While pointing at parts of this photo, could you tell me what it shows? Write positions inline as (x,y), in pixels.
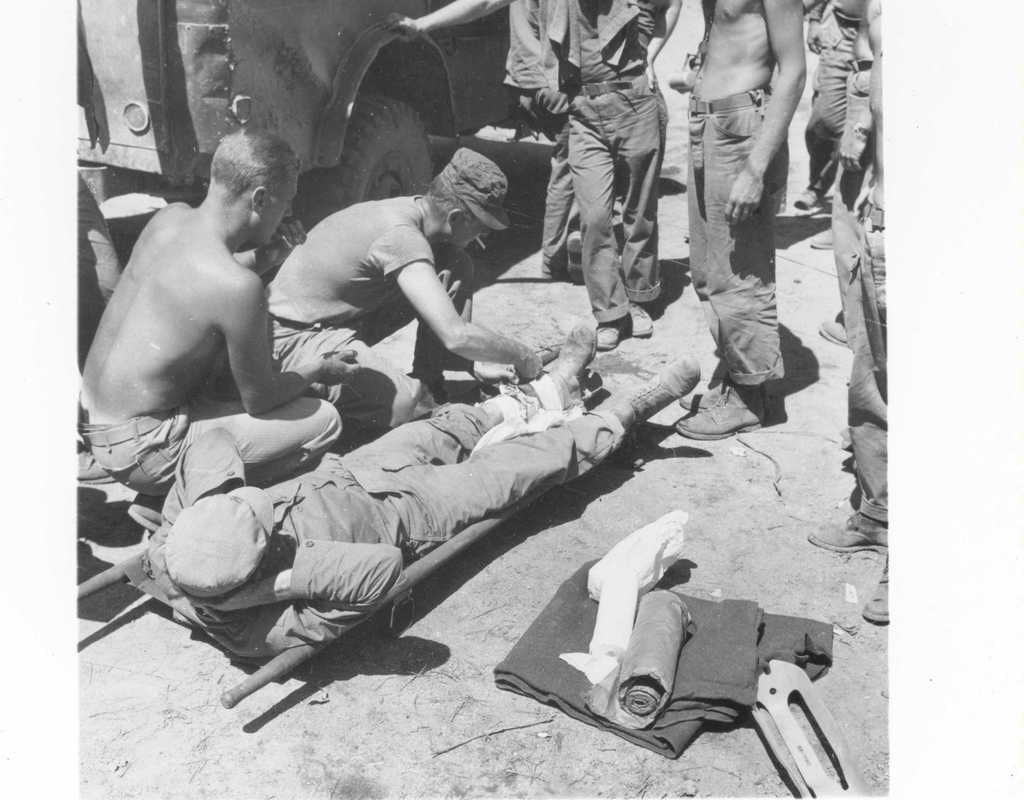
This is a black and white image. In the image there is a person (165,535) lying on the stretcher (196,621). Beside him there are two men (184,331). And in the background (851,221) there are few people (846,247) standing. And also there is a vehicle (189,5) in the background (231,15).
